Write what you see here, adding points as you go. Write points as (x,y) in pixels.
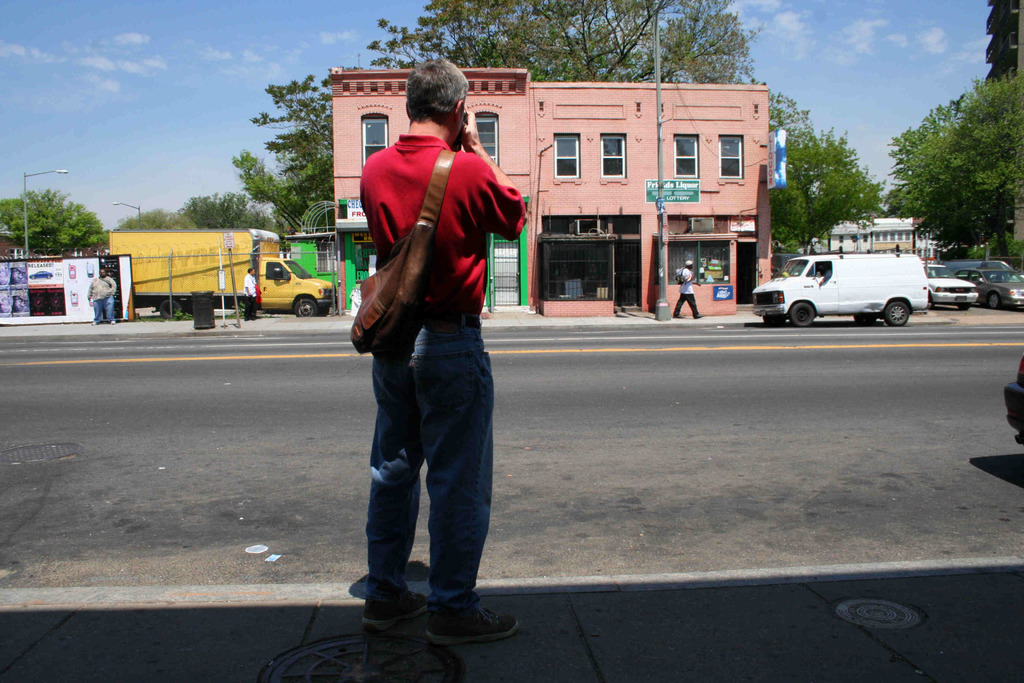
In this image we can see a person (385,388) wearing a bag (395,338) and standing on the road (645,485). In the background (690,287) we can see persons (101,300) on the road (674,480), bins (199,294), motor vehicles (204,265), street lights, street poles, advertisements (61,287), trees (132,228), buildings (509,156), windows (563,148), grills (497,269) and sky (203,90) with clouds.
